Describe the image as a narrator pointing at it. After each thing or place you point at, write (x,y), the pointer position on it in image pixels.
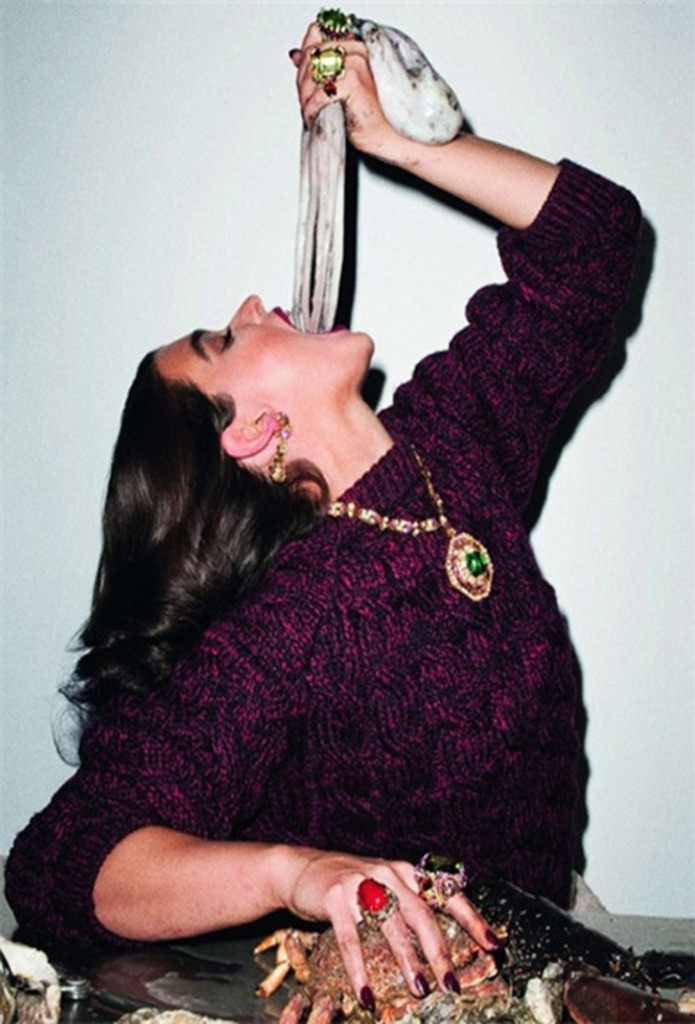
In this image I can see a person (336,741) wearing pink and black color dress (373,652). She is holding something. Back I can see white background (14,565). In-front I can see something in multi color.
